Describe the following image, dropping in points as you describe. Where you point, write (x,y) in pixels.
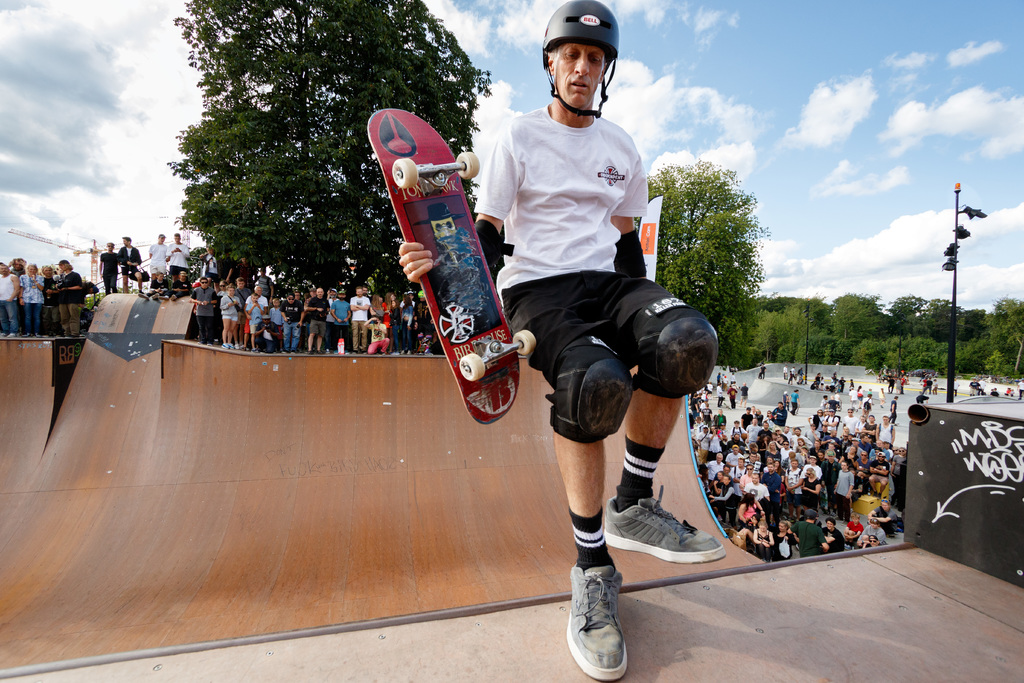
In this image we can see many people (778,461). There are many trees (789,309) in the image. We can see the clouds (810,265) in the sky (800,195). There is an object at the left side of the image (132,325). There is some text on an object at the right side of the image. We can see a person (587,276) holding a skateboard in his hand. There are few poles (954,331) in the image.
